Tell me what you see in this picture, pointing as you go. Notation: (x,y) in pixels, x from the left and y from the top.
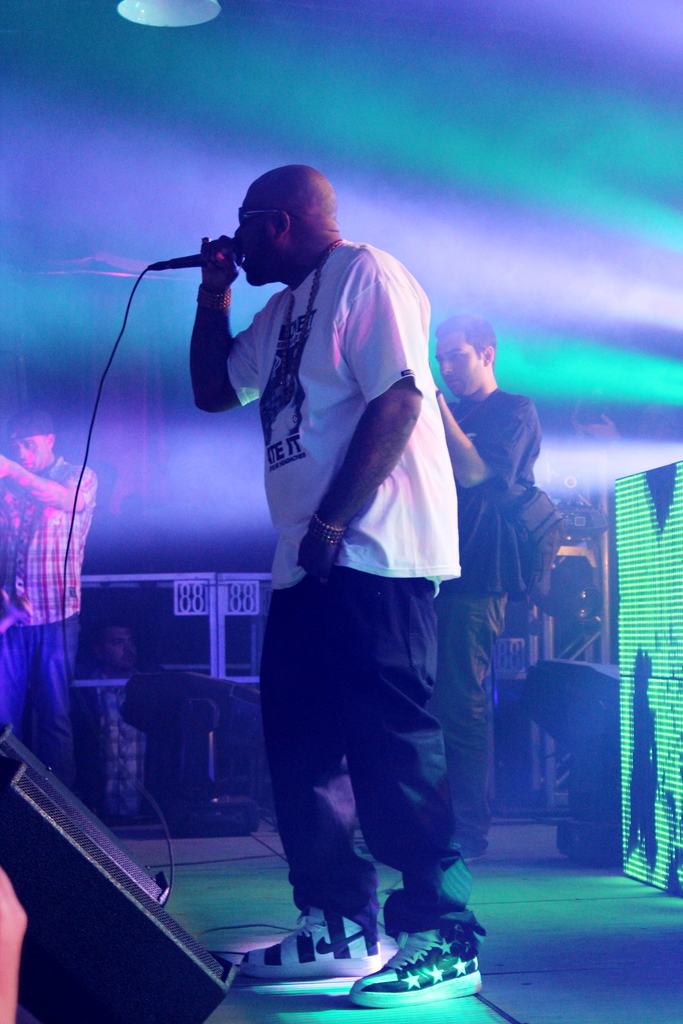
In the foreground of the picture (675,911) there is a stage (626,880). In the center of the picture (292,604) we can see a person (302,968) in white t-shirt (367,331) singing holding a mic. On the left (52,477) we can see a person (42,555) standing. In the middle (252,594) there are musical instrument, screen (665,601), person (465,378) and other objects (548,516). In the background (252,103) it is lit. On the right (632,316) there are focus lights (626,388).
